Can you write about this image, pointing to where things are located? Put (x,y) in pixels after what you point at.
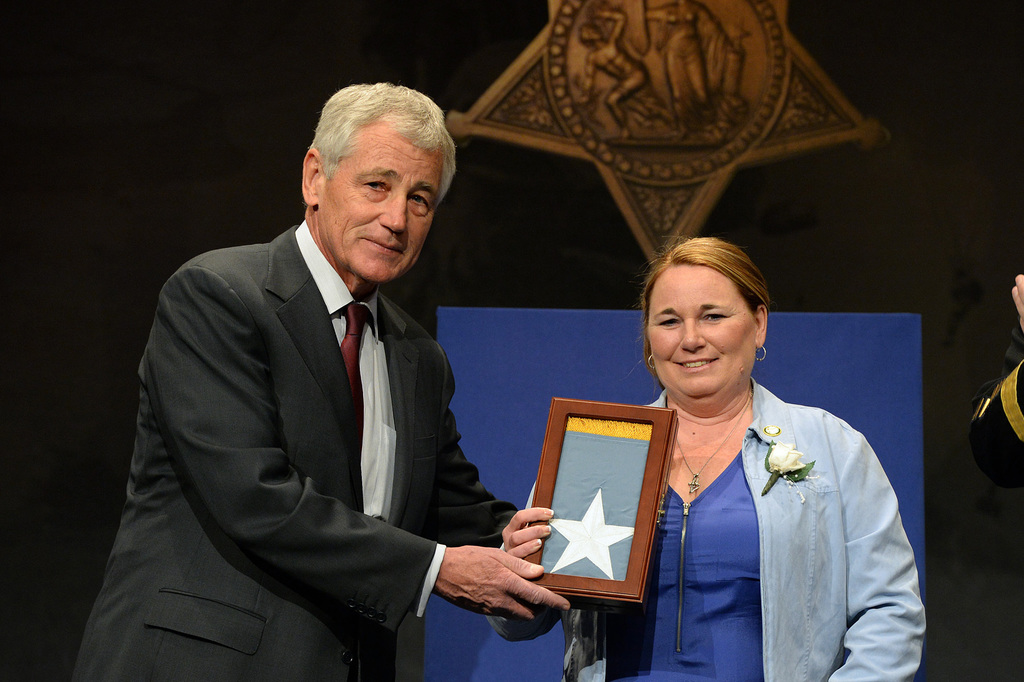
In the center of the image (395,247) there is a person (88,642) wearing a black color suit (450,506). Beside him there is a lady (514,537) wearing denim jacket (801,440). The background of the image (532,200) is black.
